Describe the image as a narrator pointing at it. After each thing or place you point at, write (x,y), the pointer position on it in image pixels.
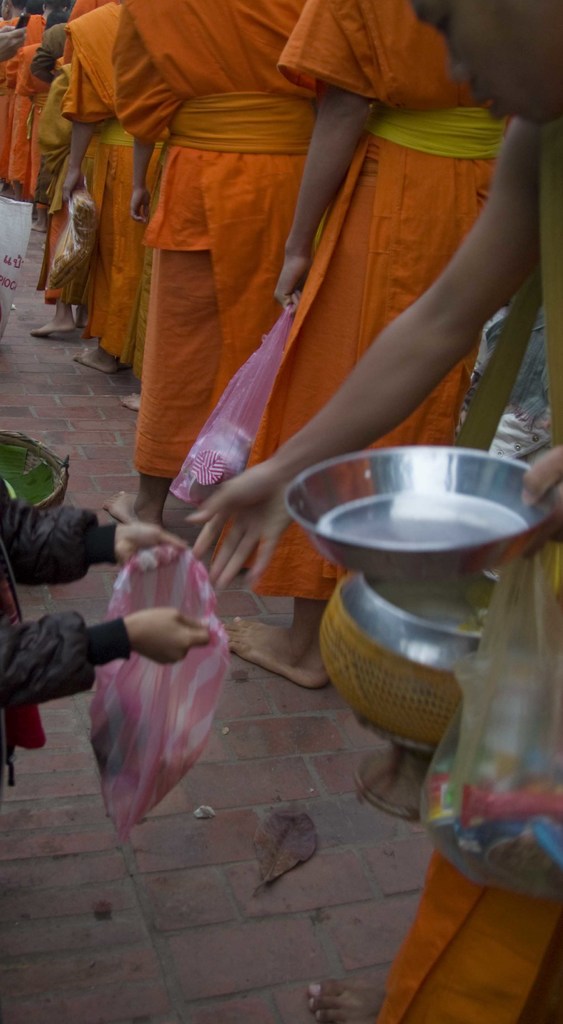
In this image we can see there are people (193,192) standing on the floor (83,482) and holding covers (232,464), basket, plates (514,511) and there are a few objects (543,861) in the covers (189,583).
